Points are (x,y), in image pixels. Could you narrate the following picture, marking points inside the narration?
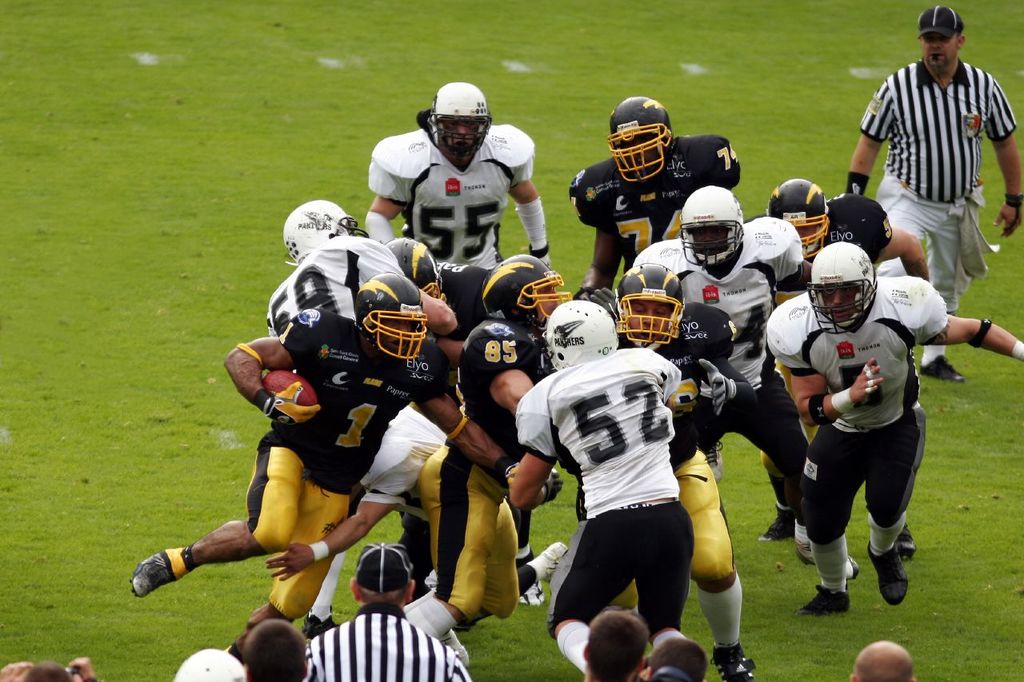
Here, we can see some people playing the game and they are wearing helmets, there is green grass (210,325) on the ground (151,186).
